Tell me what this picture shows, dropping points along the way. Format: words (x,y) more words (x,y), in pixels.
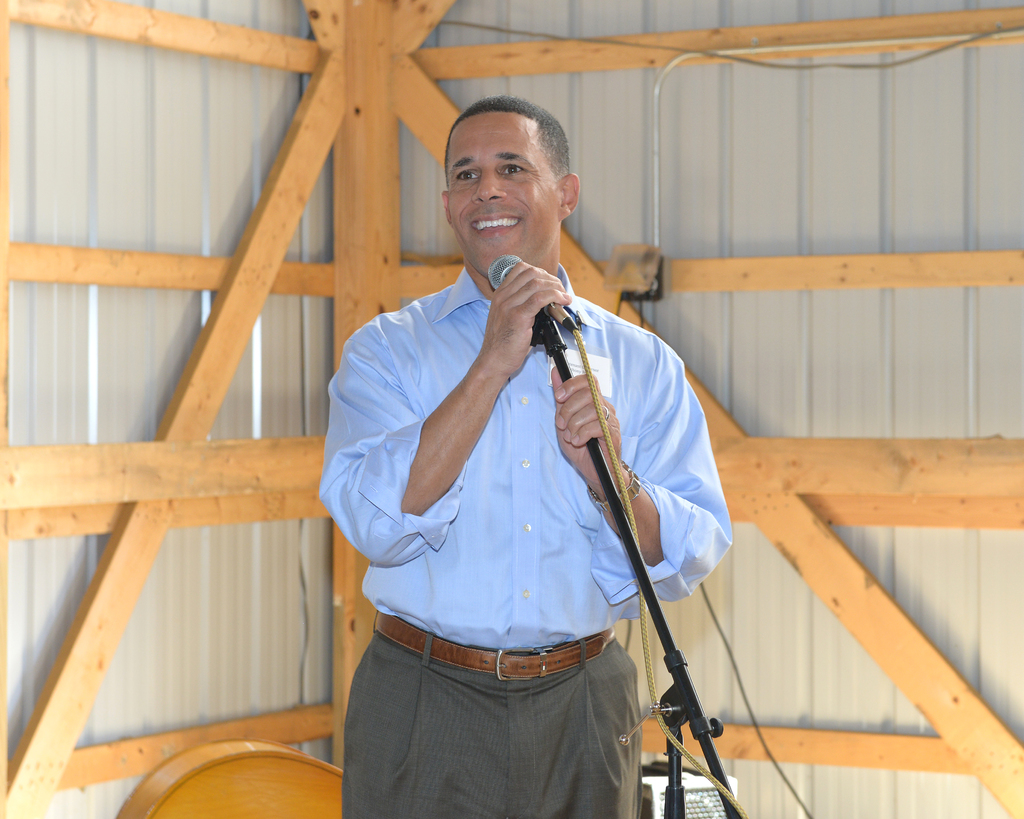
In this image we can see a person (503,413) wearing shirt (581,542) is holding a mic (549,307) with stand (536,319), is standing and smiling. In the background (66,121), we can see wooden frames (265,227) and the wall (265,386).
